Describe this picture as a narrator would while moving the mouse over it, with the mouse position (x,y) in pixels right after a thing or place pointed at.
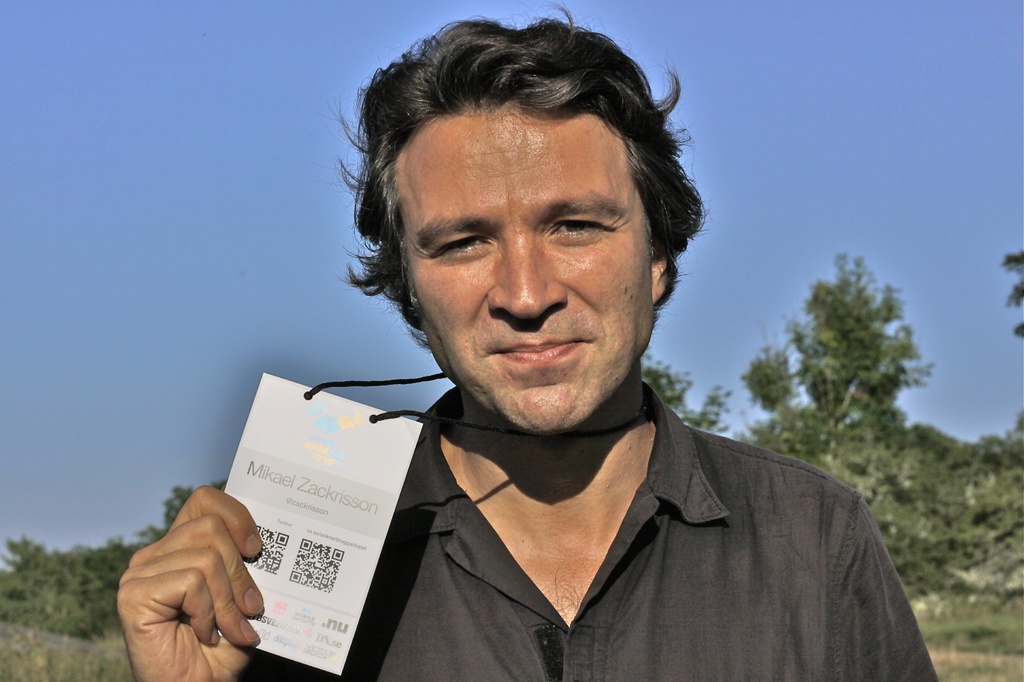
In this picture I can see a man (525,396) is holding an object (319,543) in the hand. The man (515,565) is wearing black color shirt (529,604). In the background (428,396) I can see sky (236,266) and trees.
